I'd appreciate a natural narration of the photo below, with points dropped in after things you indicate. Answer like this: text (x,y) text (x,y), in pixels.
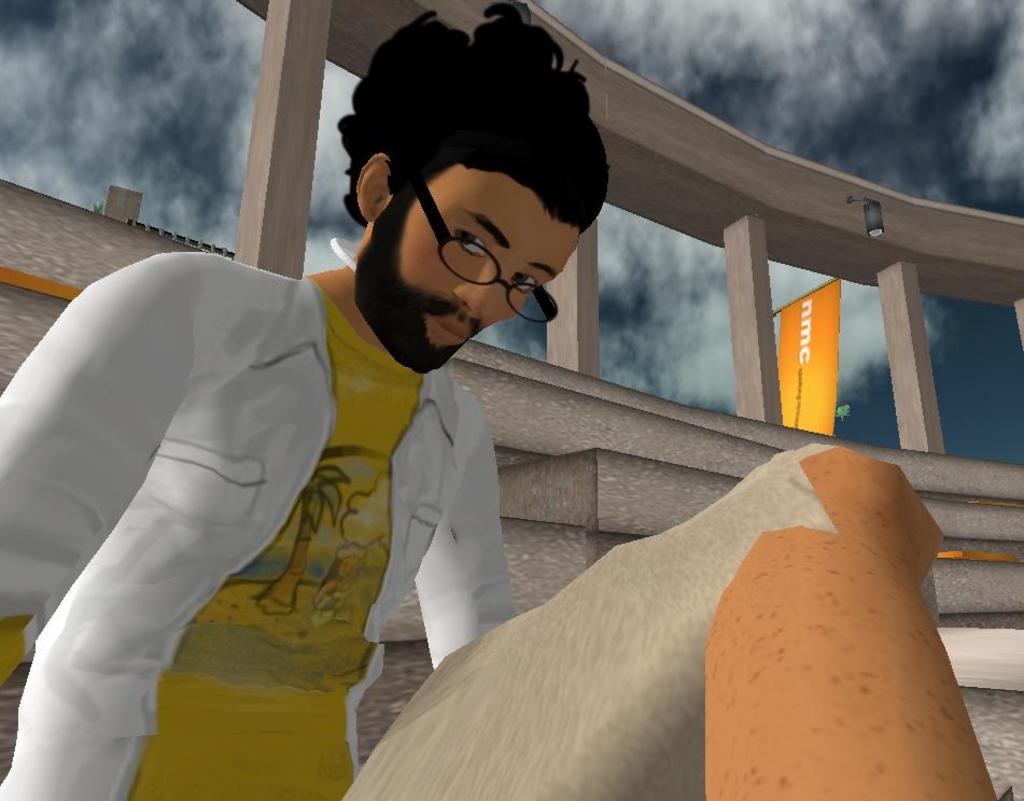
This is an animation and graphic image. In the center (346,323) there is a man (291,657) sitting. In the background (525,538) there is a wall (745,447) and there is a flag (798,365) and the sky (725,90) is cloudy.
